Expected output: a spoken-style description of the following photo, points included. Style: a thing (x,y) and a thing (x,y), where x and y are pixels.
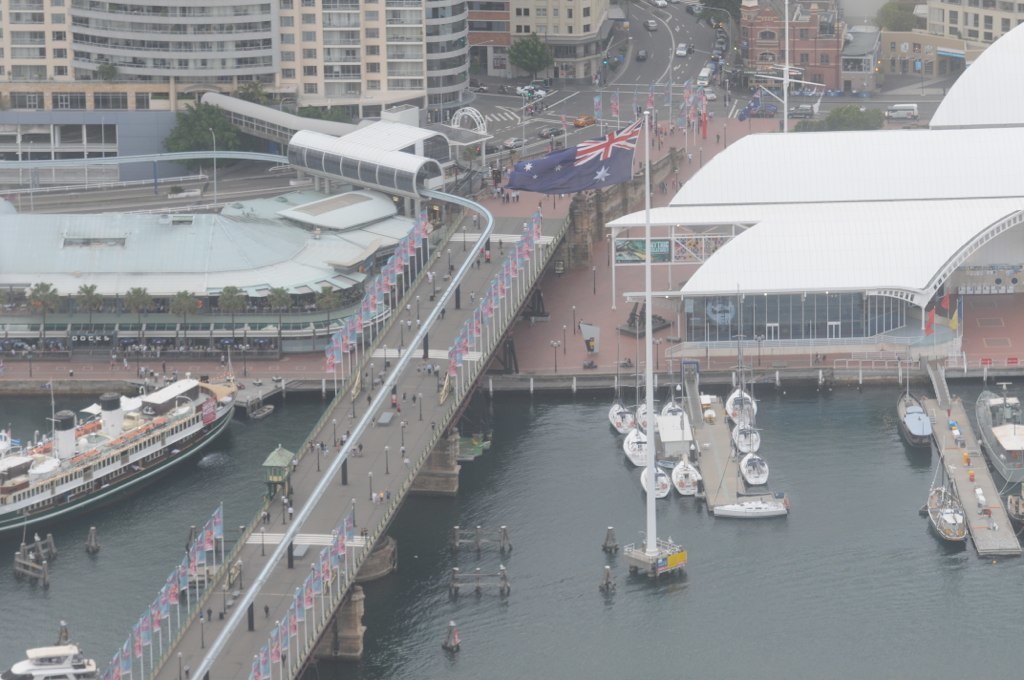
In this picture I can see the water (669,536) in front (738,576) and I see number of boats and a ship (75,414) and I see a bridge (433,268) on which there are number of flags (426,226) and I see a pole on which there is a flag (553,166). In the middle of this picture (354,242) I see the road (690,42) on which there are number of vehicles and I see the poles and few buildings (102,234) and trees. In the background (54,20) I see few more buildings (470,37) and number of trees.
